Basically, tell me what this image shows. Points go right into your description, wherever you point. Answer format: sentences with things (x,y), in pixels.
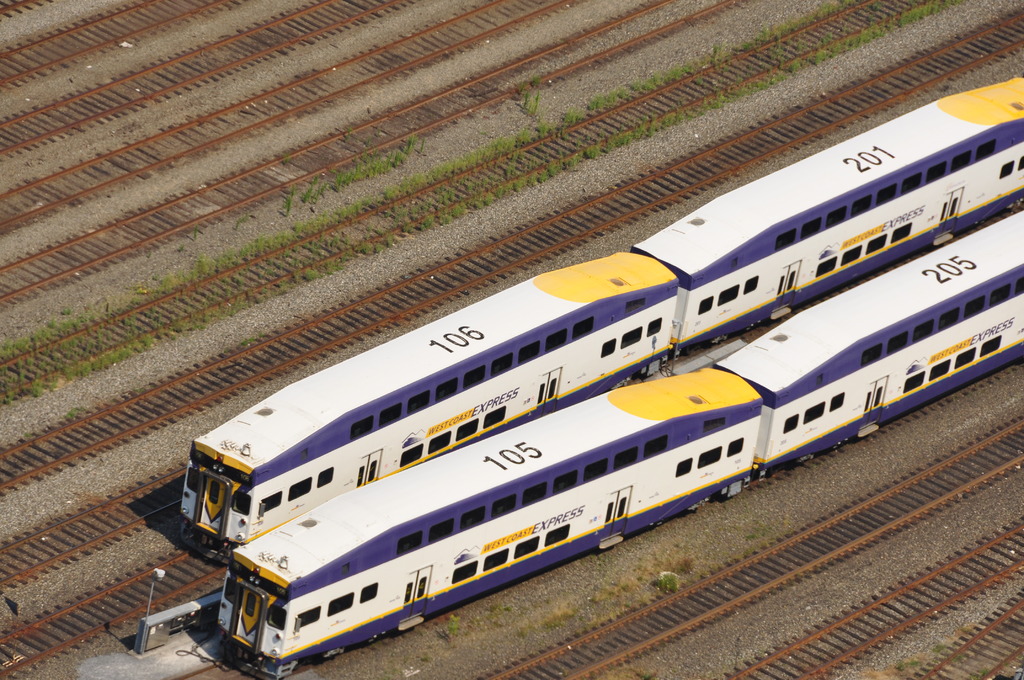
In this picture we can observe two white and purple color trains (505,369) moving on the railway tracks (129,593). We can observe many railway tracks (272,284) here. There are some plants (201,263) on the ground (248,255).
